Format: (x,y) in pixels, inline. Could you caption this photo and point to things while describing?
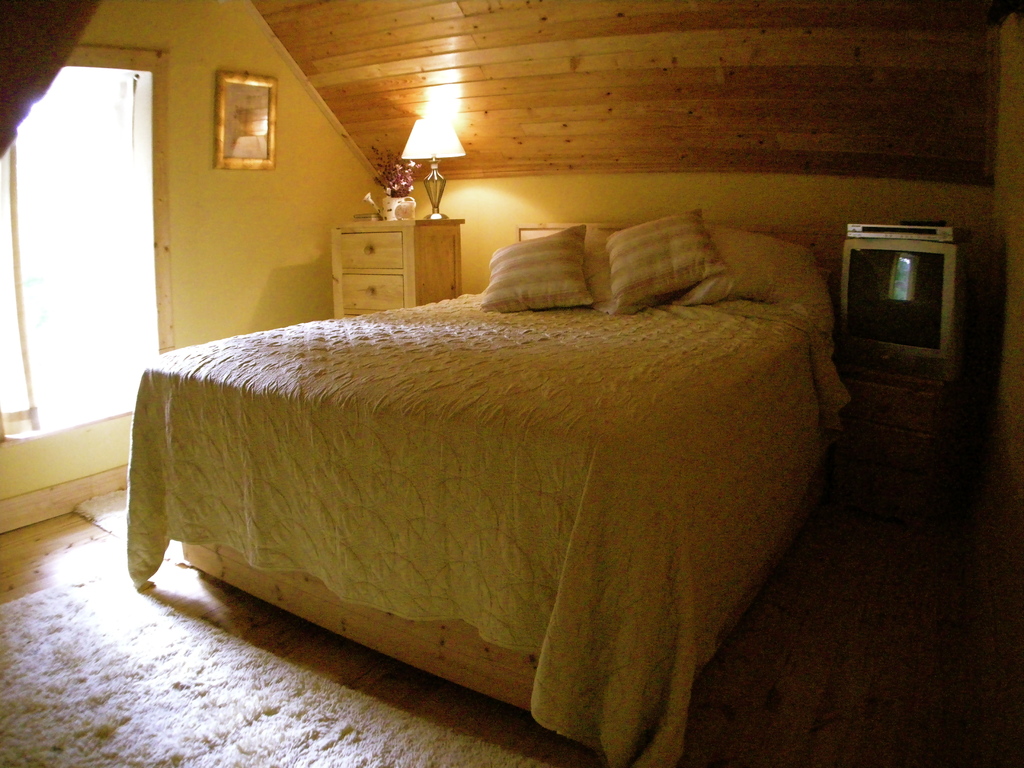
in the picture there is a bedroom (611,281).
